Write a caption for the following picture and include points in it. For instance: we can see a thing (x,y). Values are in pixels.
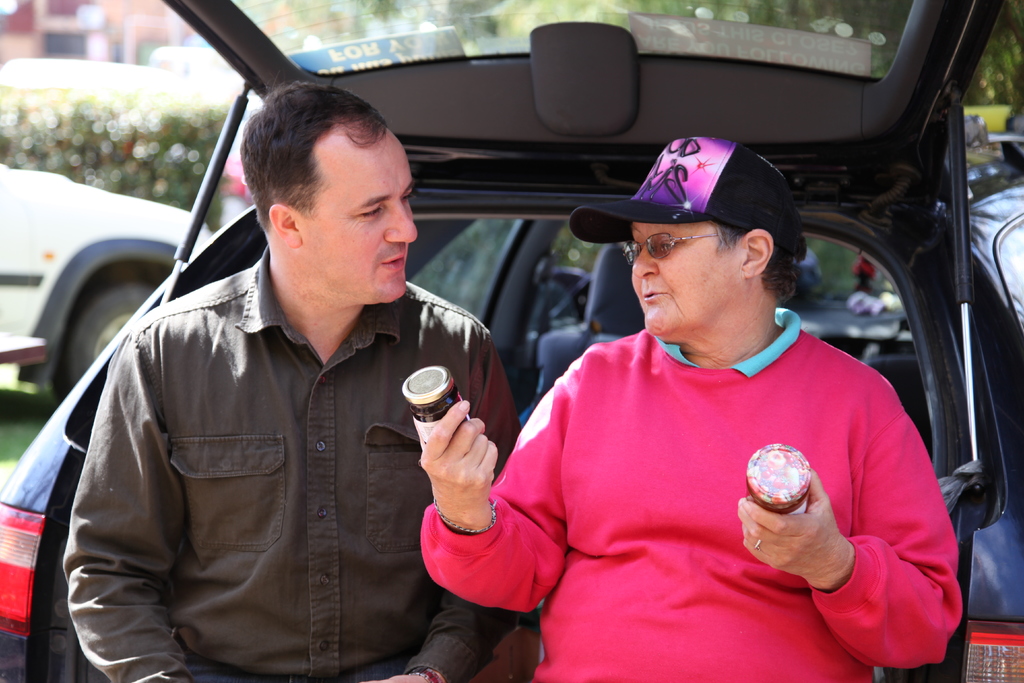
In this image I can see a man (128,483) and a woman (792,521) where one is holding bottles (797,509). I can also see she is wearing a specs (680,240) and a cap (681,151). In the background (680,98) I can see few vehicles (914,96) and trees (1003,68).
